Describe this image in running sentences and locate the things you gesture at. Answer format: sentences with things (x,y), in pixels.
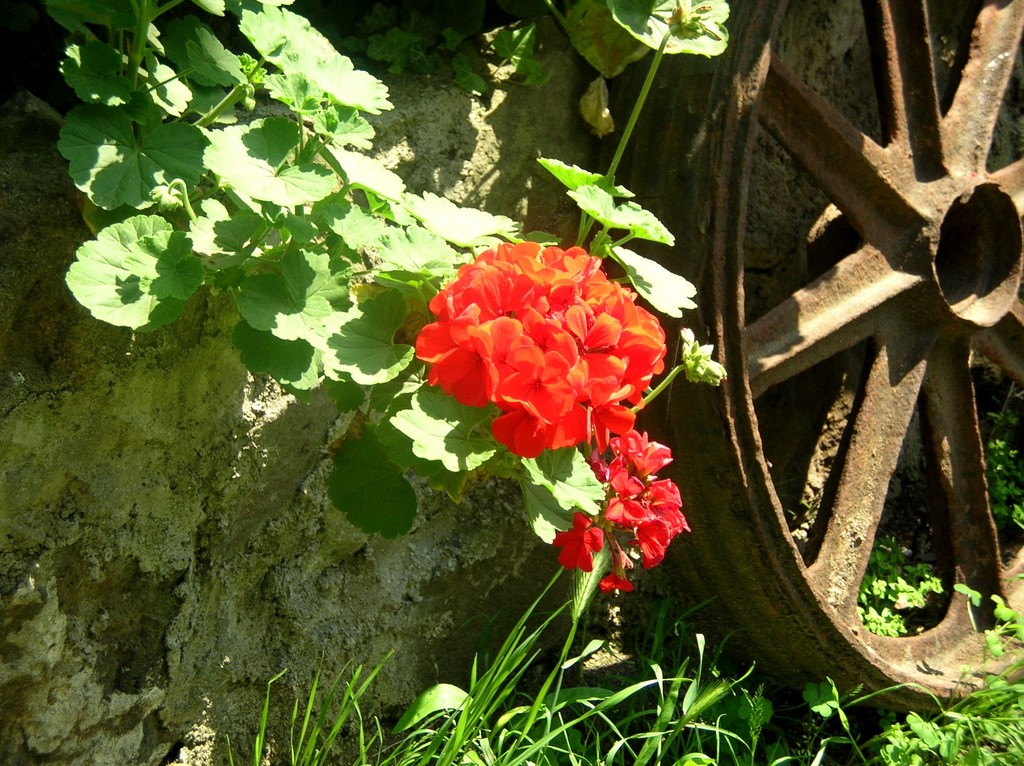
In this image we can see a metal wheel (876,364), plant (402,450) and flowers (650,512).
